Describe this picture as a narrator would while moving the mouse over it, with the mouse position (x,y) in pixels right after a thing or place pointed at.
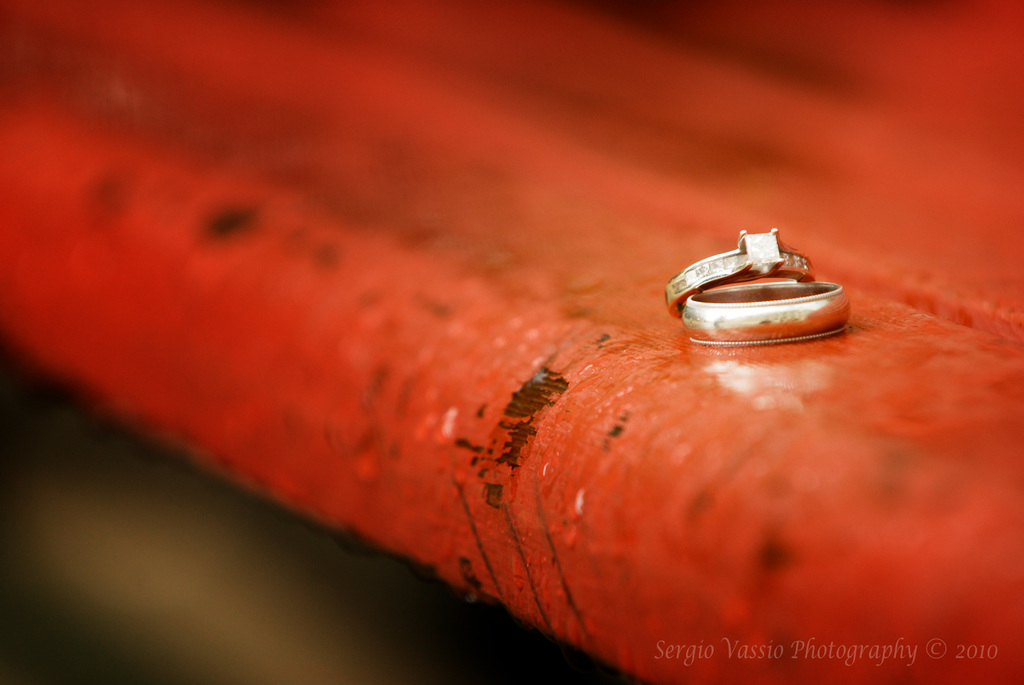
On the right side (722,257) there are two rings (727,300) on a red surface (713,248). The background (195,626) is blurred. In the bottom right-hand corner (826,654) there is some text (843,647).
